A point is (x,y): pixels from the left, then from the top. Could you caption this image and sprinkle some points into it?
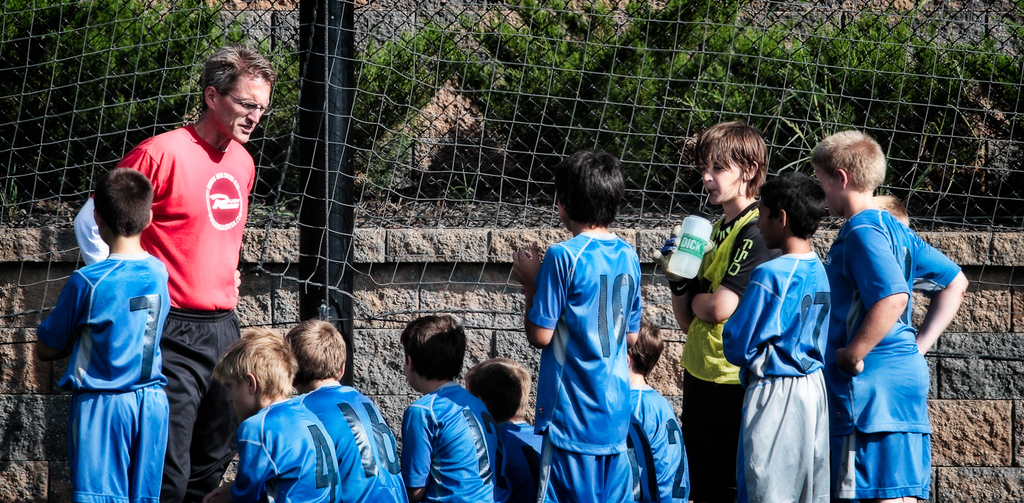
In this picture we can observe some children (608,352). Some of them were sitting and some of them were standing. Most of them were wearing blue color dress (600,379). One of them was wearing green and black color dress (718,253). On the left side (200,188) there is a person (177,255) standing, wearing a red color T shirt (195,209). We can observe fence (332,92) and a net (656,106) in this picture. In the background (488,82) there are some plants (529,88).
